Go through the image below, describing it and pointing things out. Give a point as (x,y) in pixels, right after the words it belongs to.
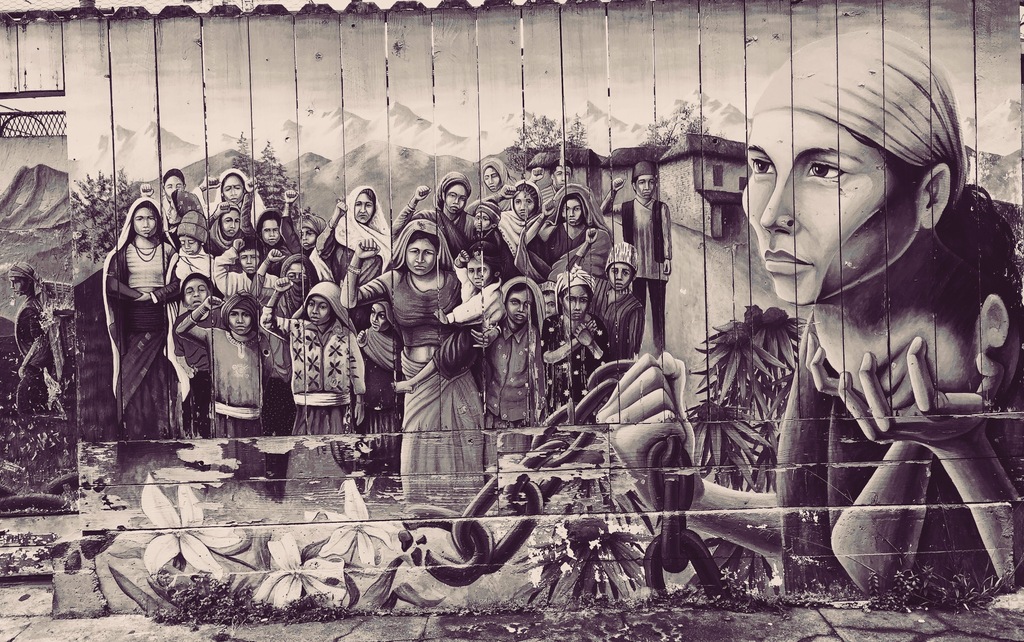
In this picture there is a painting (169,355) on the wooden railing (465,318) and there is a painting (951,444) of a woman (805,261) holding the chain (473,576) and there is a painting (366,346) of a group of people (461,365) and there are buildings (620,168), trees (666,131) and mountains (437,156). At the bottom (696,620) there is a road (644,612).
